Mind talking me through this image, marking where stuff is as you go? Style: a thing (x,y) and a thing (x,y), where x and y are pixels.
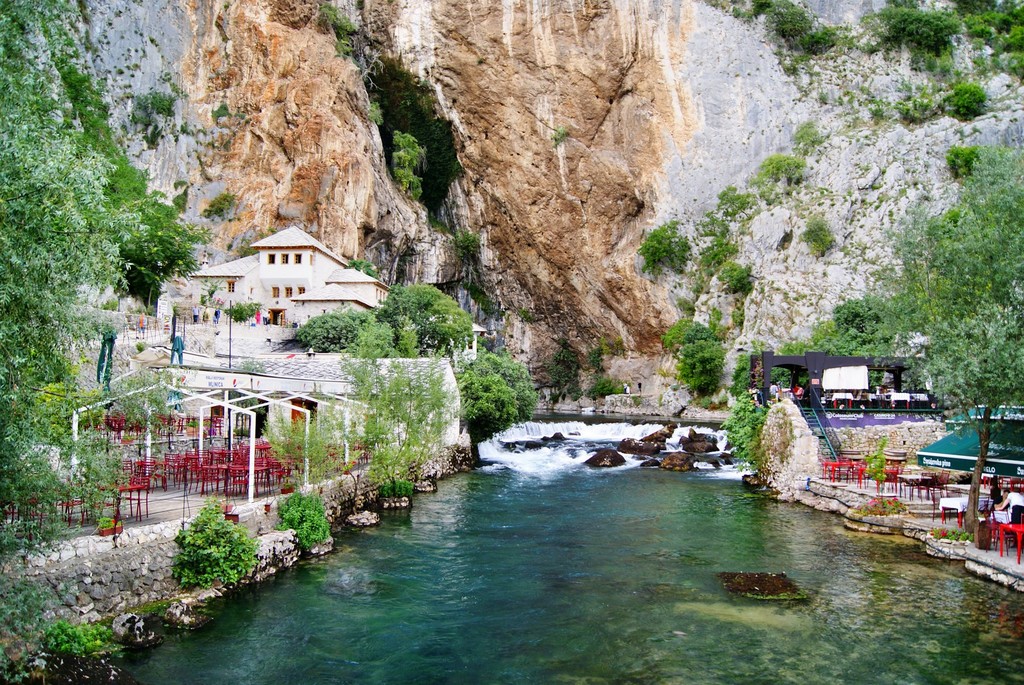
This image is taken outdoors. At the bottom of the image (496,603) there is a lake (623,606) with water (548,507) and there are a few rocks (646,439). In the background (626,219) there is a big rock (323,142) and there are a few trees (719,354) and plants (683,328) with green leaves (973,104). On the left side of the image (79,217) there are a few trees (105,267) and plants (207,519). There are a few houses (324,282) with walls (296,284), windows (286,258), doors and roofs (233,270). There are many empty chairs (200,452) and tables (163,460) and there are many iron bars (223,404). A few people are standing on the ground (200,498). On the right side of the image (960,515) there are many empty chairs (1008,537) and tables (912,474). A person (999,503) is sitting on the chair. There are a few boards (957,468) with text (941,465) on them. There are a few stairs (818,424) and there is a railing (812,408) and there is a tree (966,343).
